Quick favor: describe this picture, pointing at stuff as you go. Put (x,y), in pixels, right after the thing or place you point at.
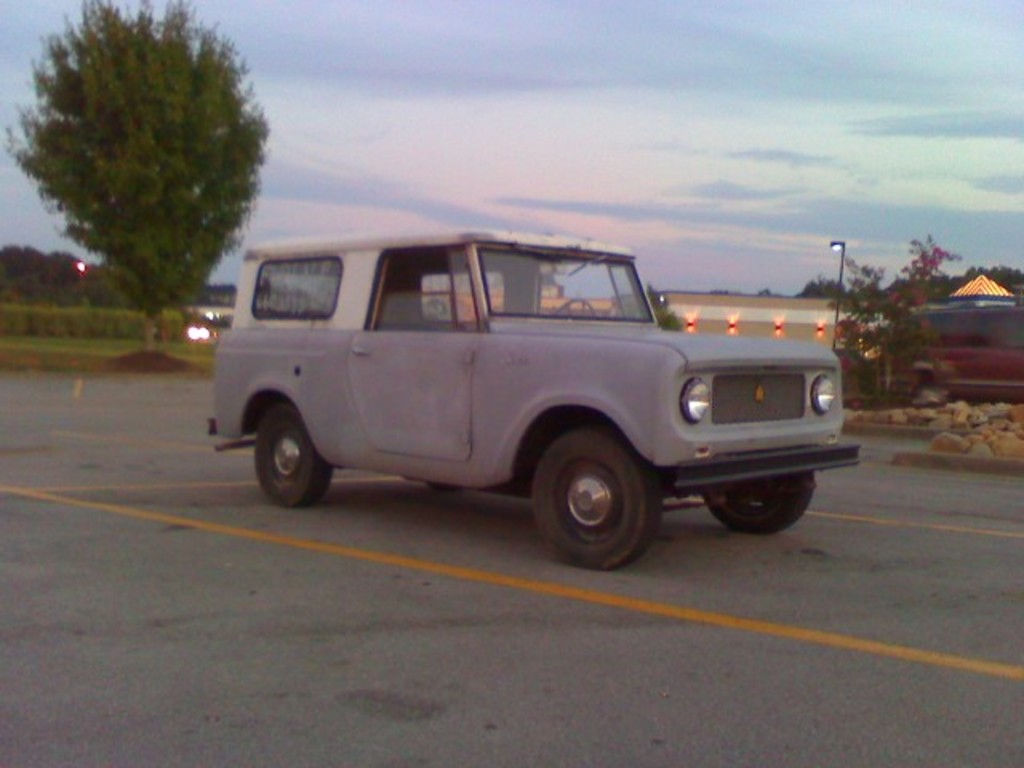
In this picture we can see vehicles (632,455), road (938,583), rocks (974,407), light pole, trees (857,319), grass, lights (689,326) and cloudy sky (534,129).
